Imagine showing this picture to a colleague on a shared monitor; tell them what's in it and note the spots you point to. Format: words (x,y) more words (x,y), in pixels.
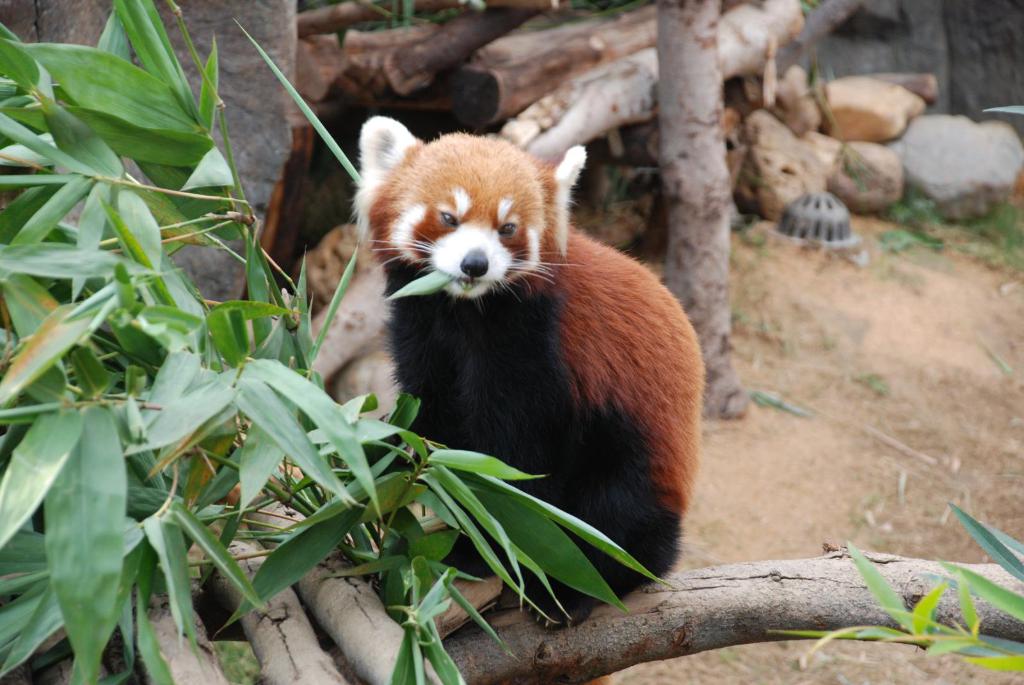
In this image in the center (484,343) there is one animal (505,316), and on the left side (113,156) there are some leaves (240,377) and some trees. In the background (632,79) there are some wooden poles (387,65), rocks (918,132) and some trees (699,90). At the bottom (710,513) there is sand (966,460) and grass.
